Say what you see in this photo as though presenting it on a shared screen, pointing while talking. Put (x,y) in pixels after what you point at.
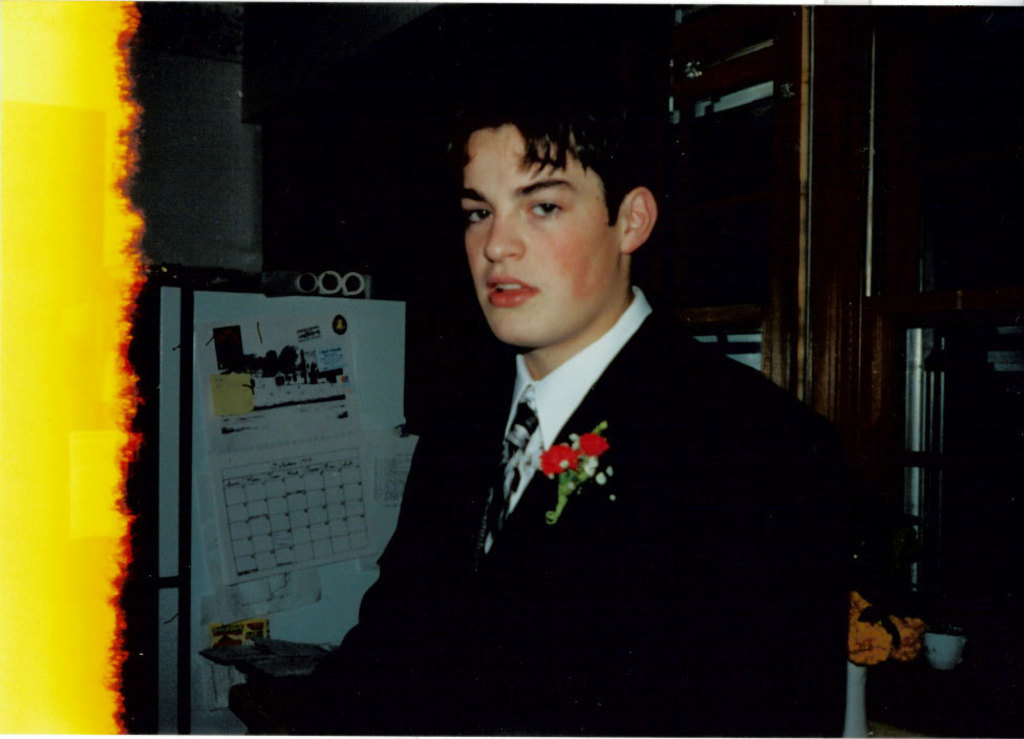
In this image in the center (647,437) there is one person (488,552) and in the background (291,513) there is door (297,483) fridge (362,327), on the fridge (195,482) there are some papers (235,425) and also there are some other objects (247,622).
